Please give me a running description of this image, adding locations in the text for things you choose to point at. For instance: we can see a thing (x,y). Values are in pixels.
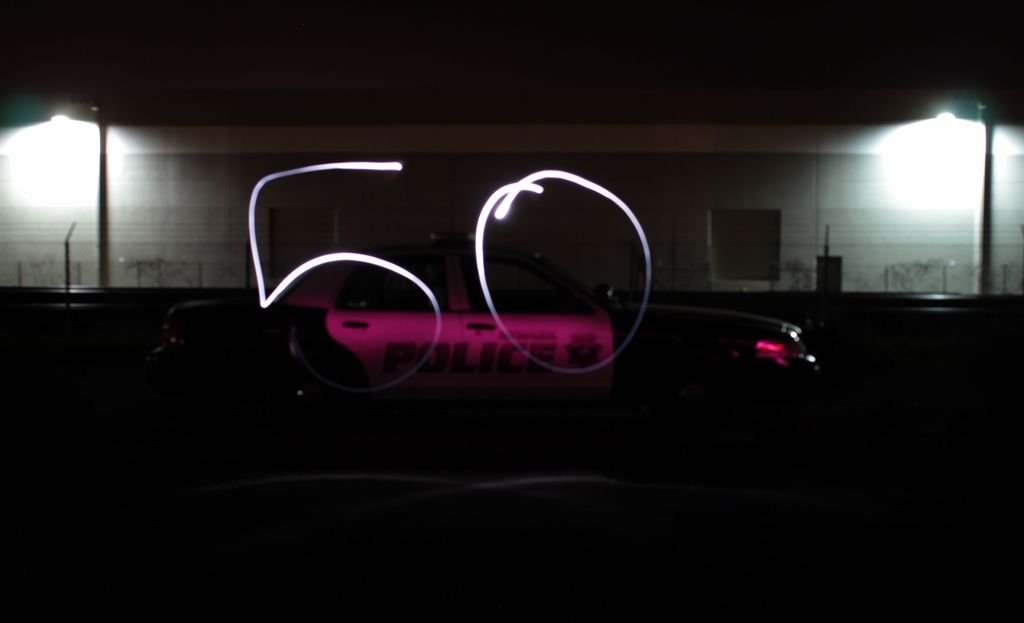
In this picture I can see the number fifty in light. In the back (650,352) there is a police car (608,313) which is parked near to the partition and building (156,210). On the right (951,143) and left side I can see the street lights (944,124). At the top (417,99) I can see the darkness (396,64).
